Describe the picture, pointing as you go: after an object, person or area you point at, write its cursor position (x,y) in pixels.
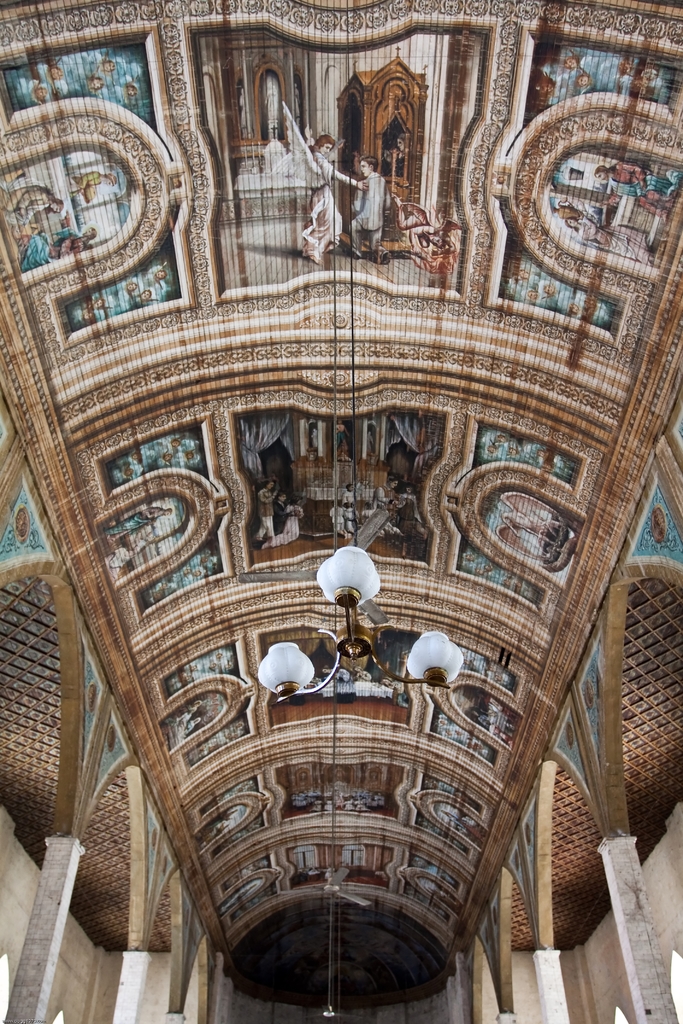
In the image we can see a roof (190,233), on the roof (190,233) there are some paintings (275,479) and light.
